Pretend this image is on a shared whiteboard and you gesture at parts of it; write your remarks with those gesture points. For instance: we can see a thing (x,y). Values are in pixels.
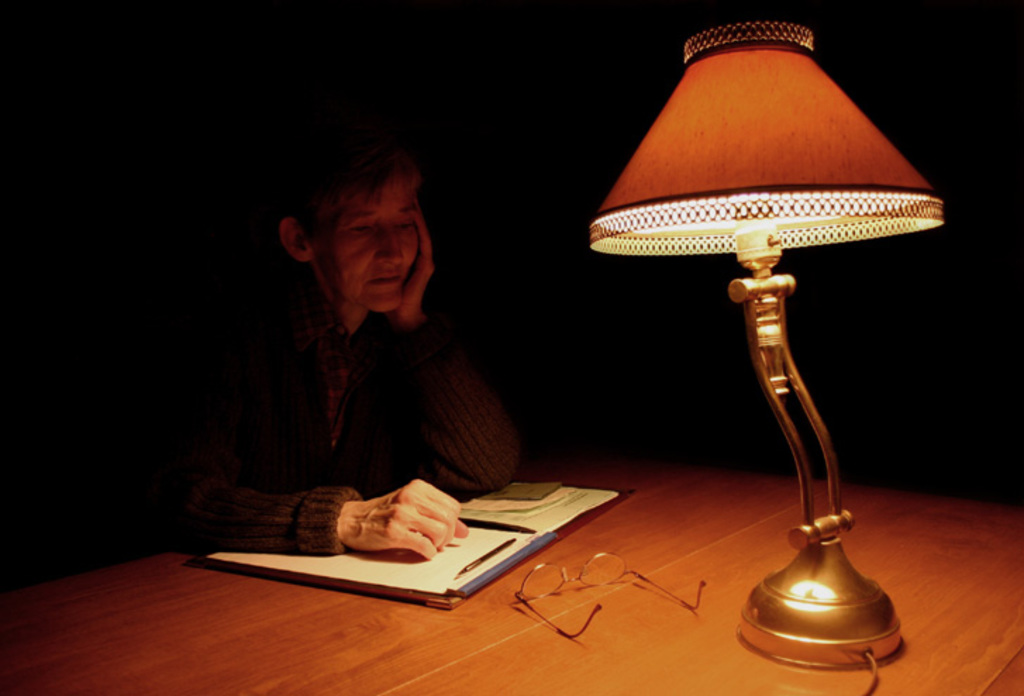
In this picture there is a person (238,428) sitting and there is a table (354,619) in front of him which has few papers (343,568), spectacles (612,564) and some other objects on it and there is a lamp (767,365) in the right corner (800,531).
